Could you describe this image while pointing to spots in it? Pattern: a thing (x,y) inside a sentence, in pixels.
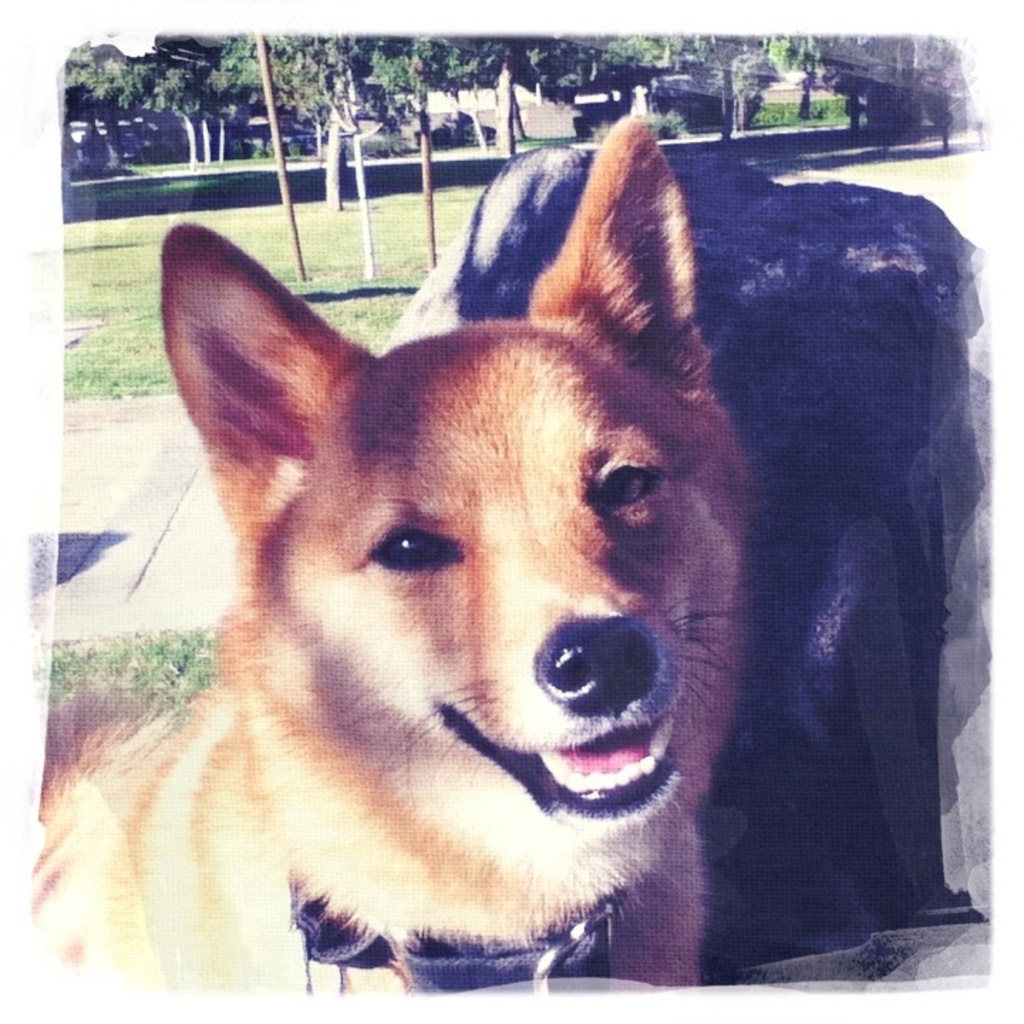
In this image I can see a dog (530,756). In the background (245,196), I can see the grass (319,232) and the trees (737,49).
